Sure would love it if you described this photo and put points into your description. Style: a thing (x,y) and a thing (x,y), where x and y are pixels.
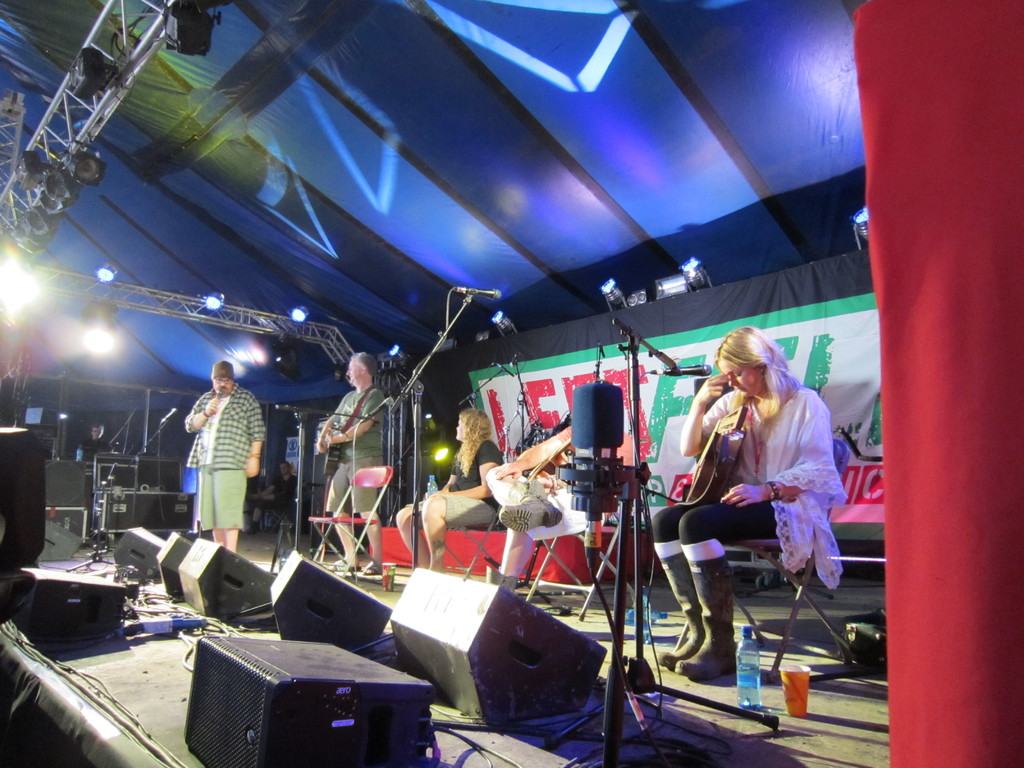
As we can see in the image there are few lights (45,224) and few people (475,421) standing on stage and the women (723,609) who is sitting on the right side (723,485) is holding guitar (712,483) and few people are playing different types of musical instruments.
